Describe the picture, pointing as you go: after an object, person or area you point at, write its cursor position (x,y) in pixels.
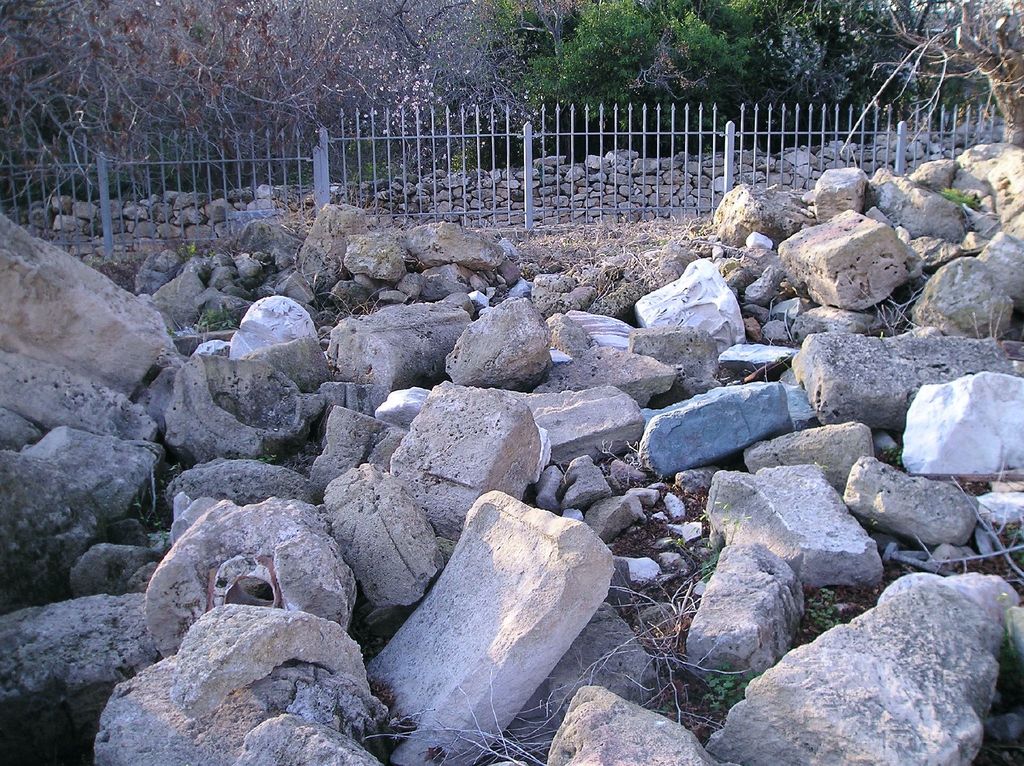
At the bottom of the picture (596,546), we see the stones (577,524), rocks (548,508) and the grass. In the middle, we see the fence (810,152). Behind that, we see the rocks (538,175) or stones (553,201). There are trees (615,83) in the background (679,87).
